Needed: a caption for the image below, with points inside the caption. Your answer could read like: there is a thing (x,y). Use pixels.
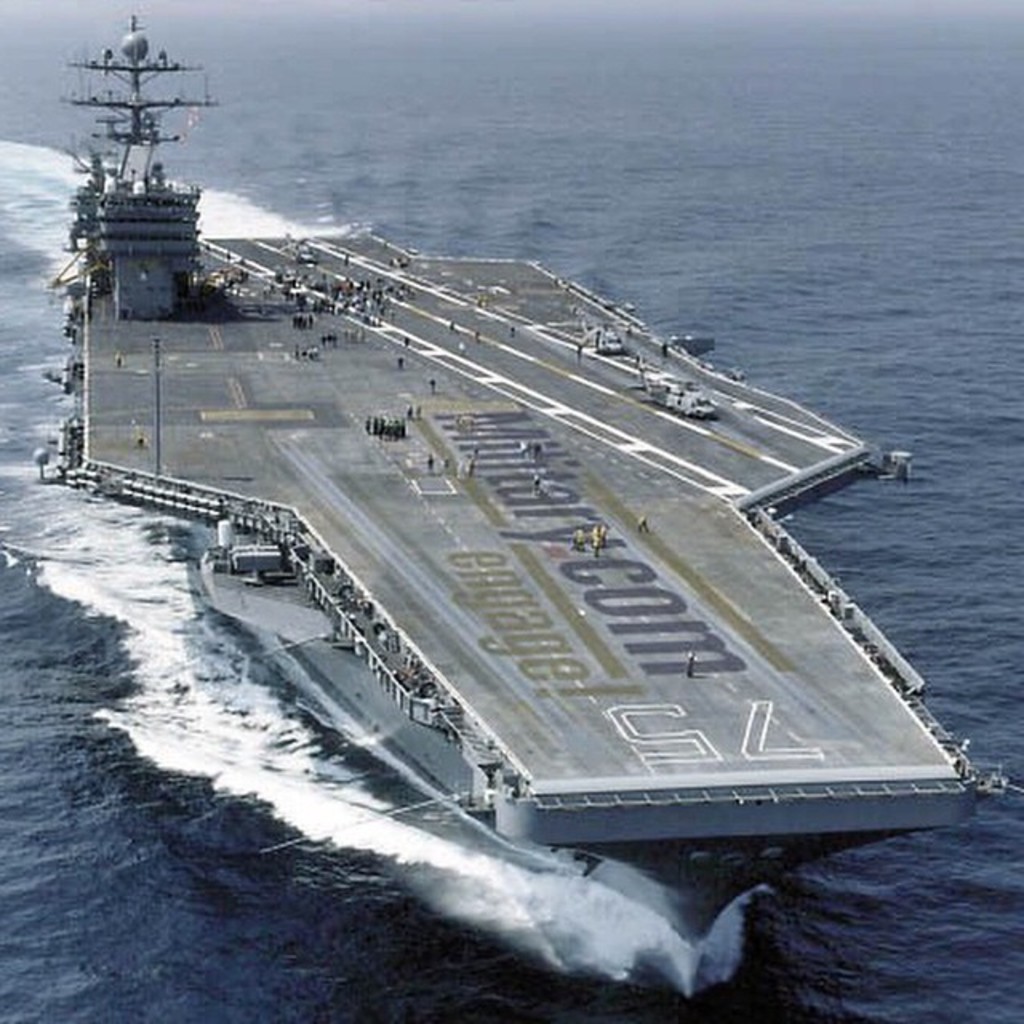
The picture consists of a war ship (349,248), on the ship (359,524) we can see people (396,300), aircraft (643,386) and other objects (214,279). In this picture there is a water body (791,181).
